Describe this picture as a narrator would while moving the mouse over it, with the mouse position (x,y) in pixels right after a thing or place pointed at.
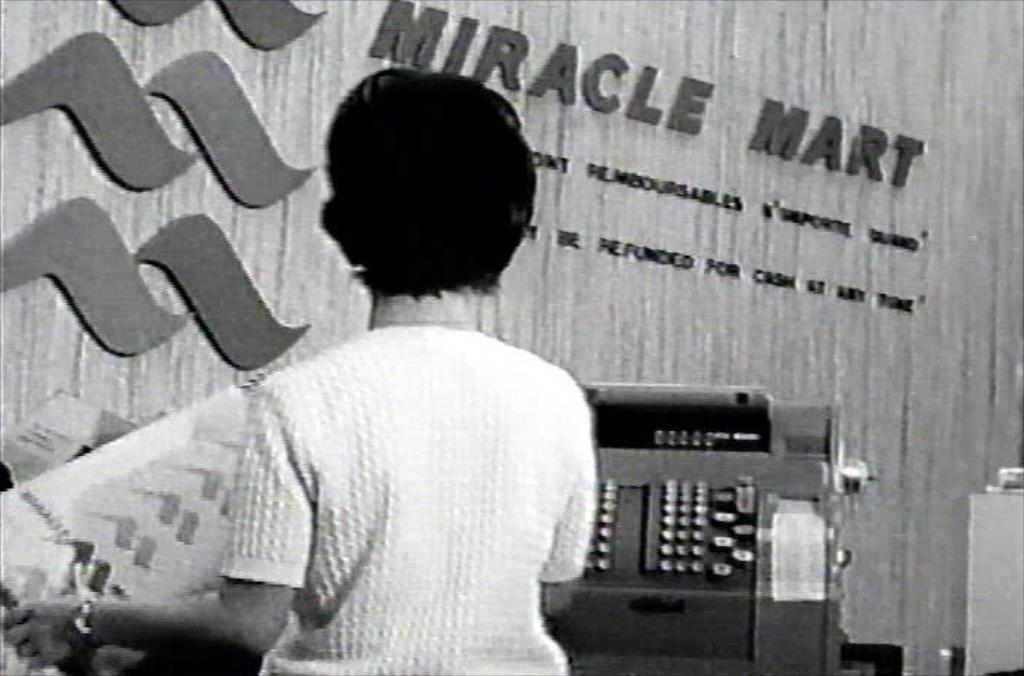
It is the black and white image in which there is a person (414,476) in the middle (397,436). In front of her there is a wall (223,49) on which there is some text (405,57) and a design (148,149). On the right side (728,529) there is a cash register (710,475). The person (318,483) is holding the paper (111,541). On the right side (987,587) there is another machine (983,587).
